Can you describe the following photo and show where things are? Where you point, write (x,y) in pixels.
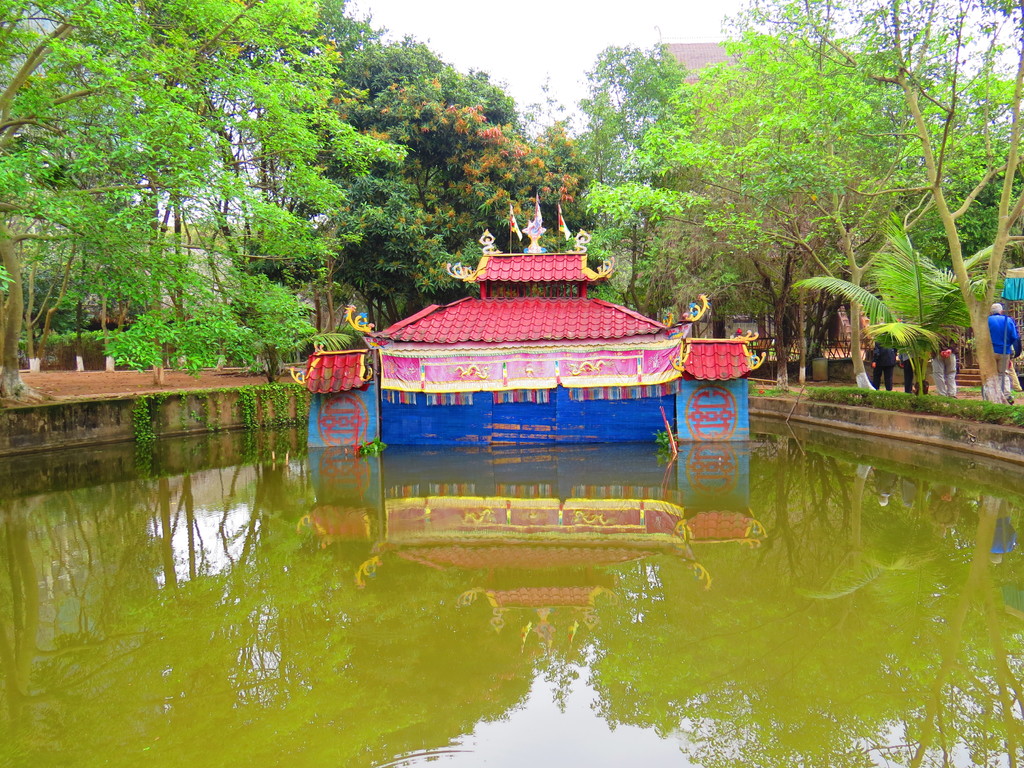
In the image we can see the sky (620,38), trees (85,166), water (638,540), grass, one house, few people (991,332) and a few other objects (936,418).
